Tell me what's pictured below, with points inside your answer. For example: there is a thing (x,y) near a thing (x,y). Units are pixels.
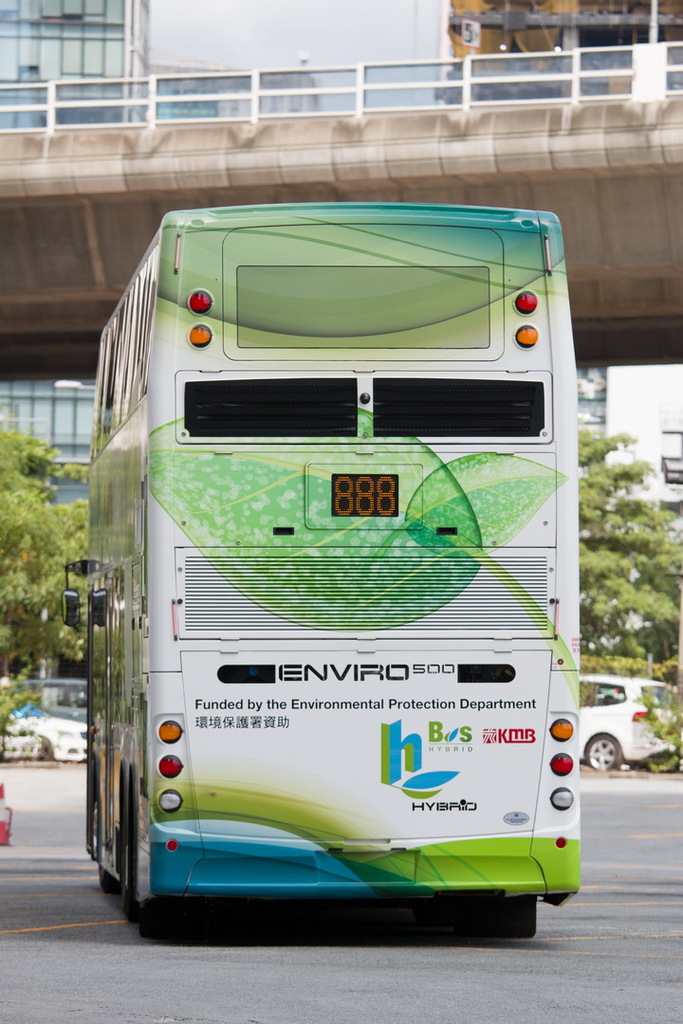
In this image we can see vehicles (394,781), road (73,877), bridge (647,265), trees (604,509), and buildings (672,495).
